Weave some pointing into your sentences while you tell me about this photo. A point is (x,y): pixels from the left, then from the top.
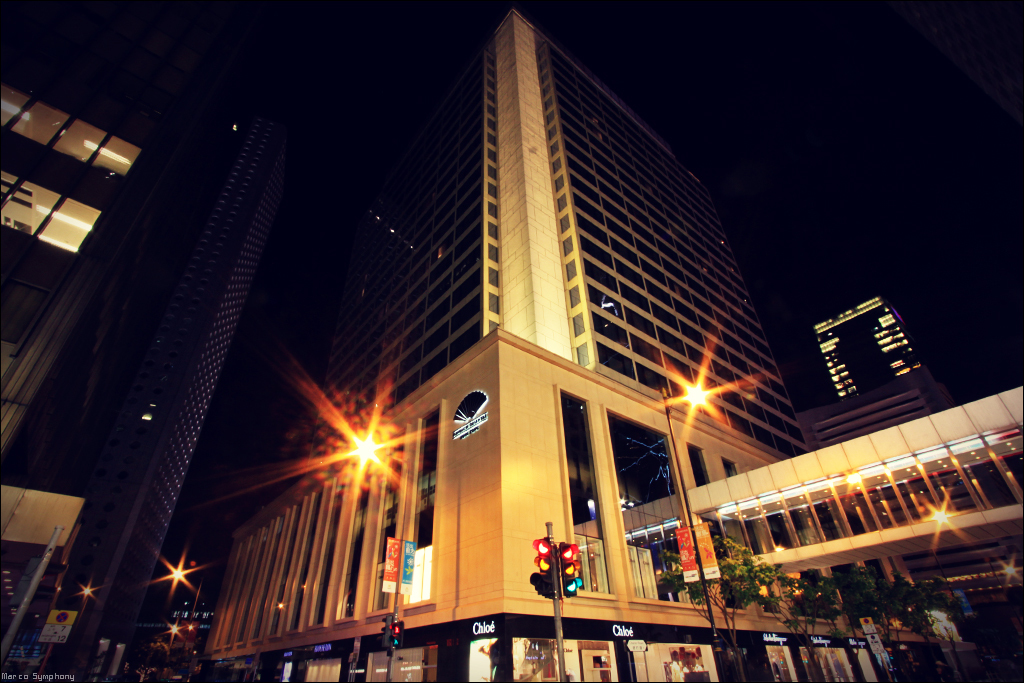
In this image there are buildings (615,376) and we can see poles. There are lights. We can see traffic lights (542,586). On the right (692,587) there are trees (786,593). In the background (850,115) there is sky (654,31).
